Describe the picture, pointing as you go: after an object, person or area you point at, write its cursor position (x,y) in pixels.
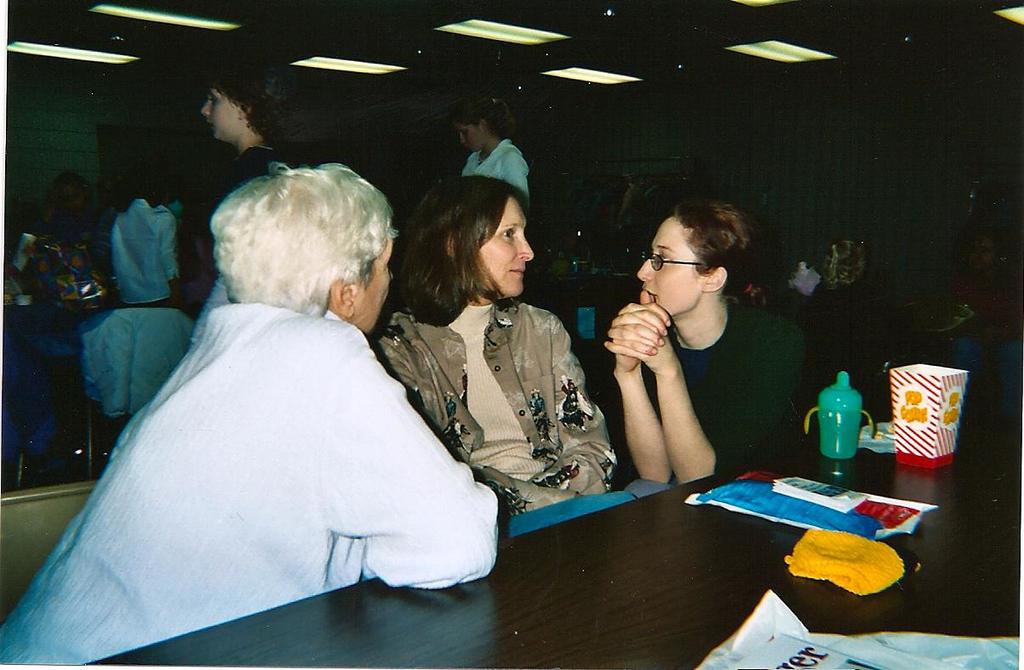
In this image, there is a table (617,577) in front of this person's (395,362). This table (601,592) contains bottle (826,451), cup (929,412) and notebook (844,507). There are two persons (241,163) standing behind these persons (216,376). This person (682,274) is wearing spectacles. There are some lights (345,60) at the top (97,61).
